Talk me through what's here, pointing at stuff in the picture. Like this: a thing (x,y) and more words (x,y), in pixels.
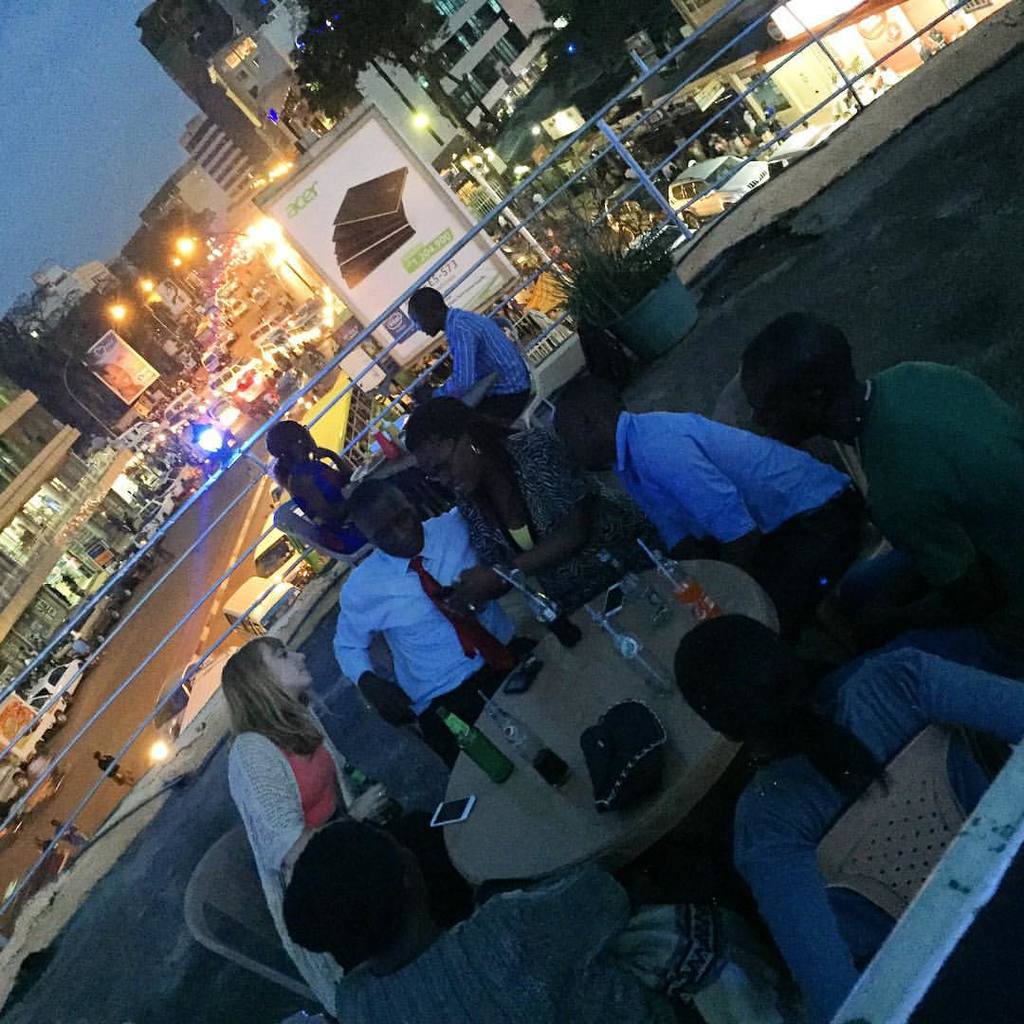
In this image I can see number of people (412,411) are sitting on chairs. I can also see two tables (384,469) and on it I can see number of bottles (562,641), few phones (458,797) and other stuffs (644,575). In the background (669,329) I can see a plant (653,276), railing (677,88), a road (234,479), number of vehicles (263,352), number of buildings (47,530), number of trees (631,9), street lights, people (275,453) and the sky (87,53).
